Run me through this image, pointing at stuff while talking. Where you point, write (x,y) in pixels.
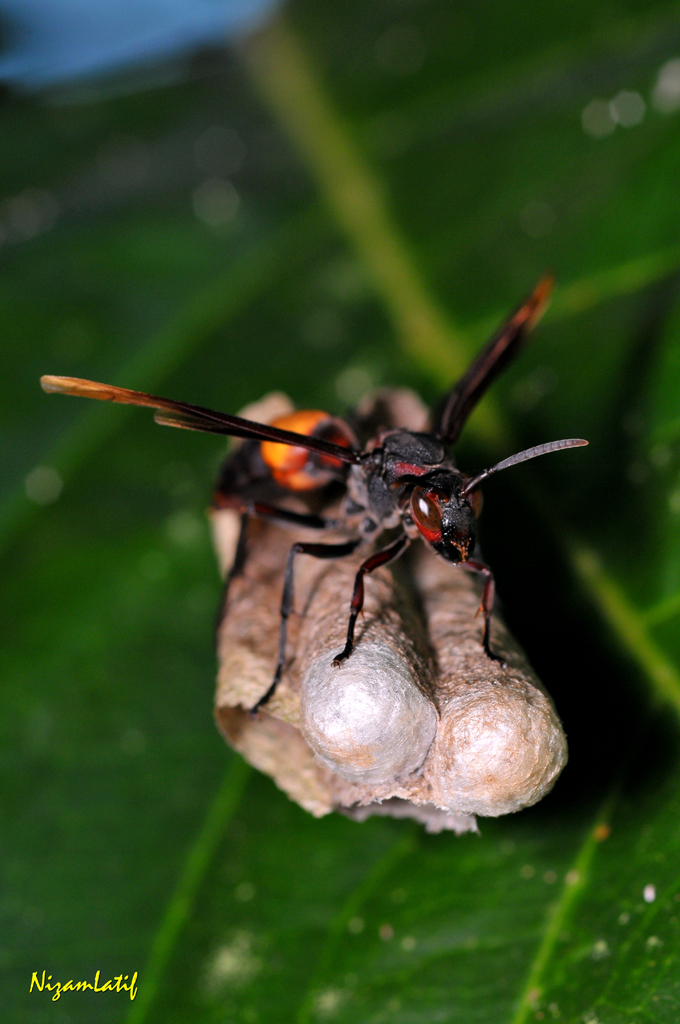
In this picture there is an insect (333,473) standing on an object (340,605) and there is green leaf (483,895) below it and there is something written in the left bottom corner (59,988).
